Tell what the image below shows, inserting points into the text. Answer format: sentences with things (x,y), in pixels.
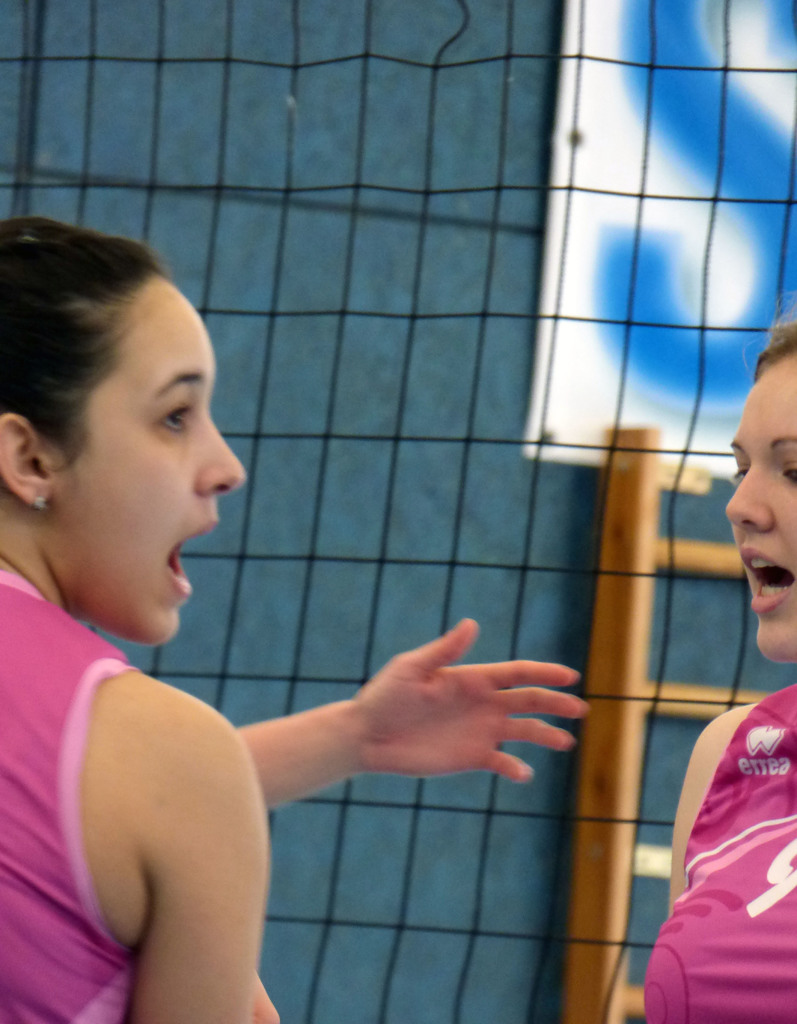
In this image I can see two persons (127,896). There is a sports net (619,961), a ladder (609,439) and in the top right corner (563,89) it looks like a banner (660,215) or a board (654,212).
